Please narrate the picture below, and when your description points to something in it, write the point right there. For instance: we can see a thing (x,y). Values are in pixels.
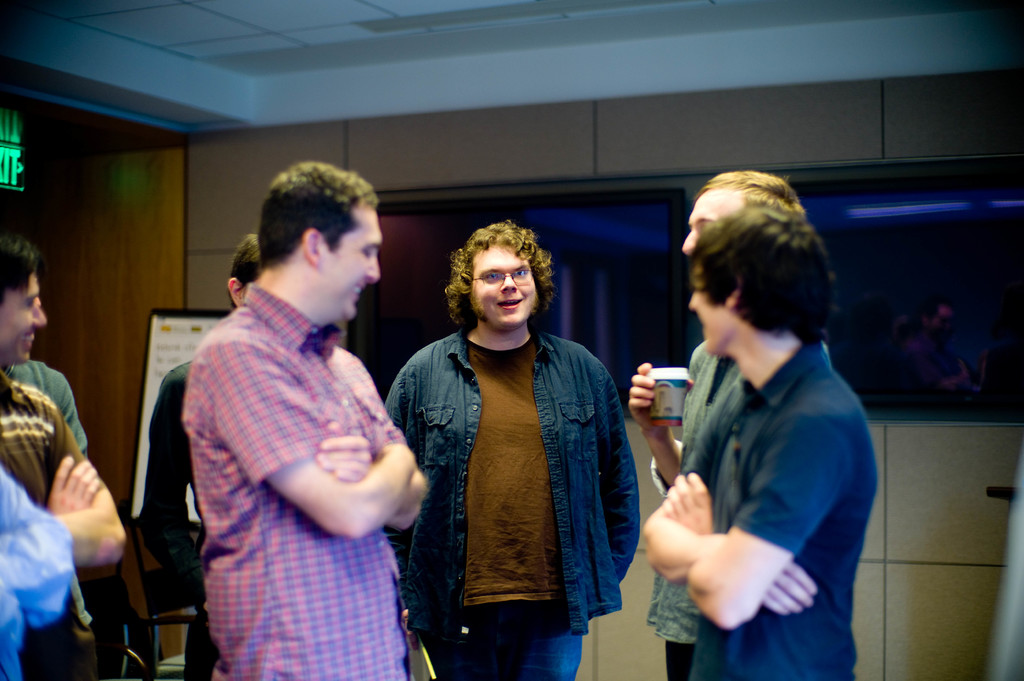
In this image there are some people (559,430) who are standing and smiling, and some of them are talking and one person (657,431) is holding a cup (660,402). And in the background (966,248) there are two televisions (684,309) on the wall (390,131), on the left side (181,329) there are some boards (193,332) and at the top (362,37) there is ceiling (496,51).
